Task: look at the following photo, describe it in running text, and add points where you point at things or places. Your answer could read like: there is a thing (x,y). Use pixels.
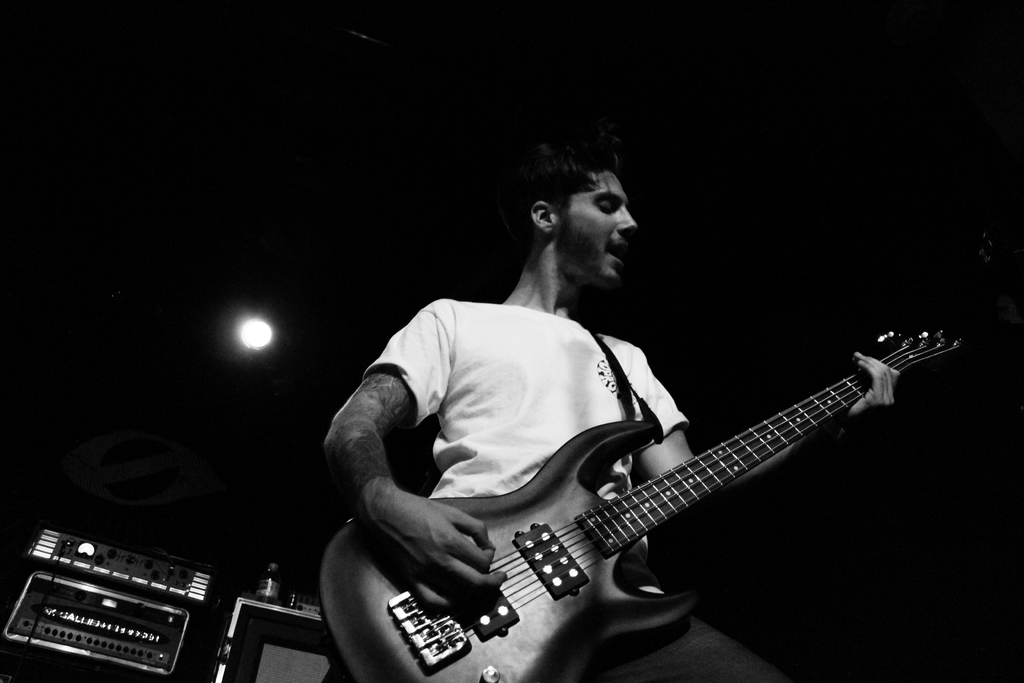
a person (533,417) is playing guitar (569,457).
